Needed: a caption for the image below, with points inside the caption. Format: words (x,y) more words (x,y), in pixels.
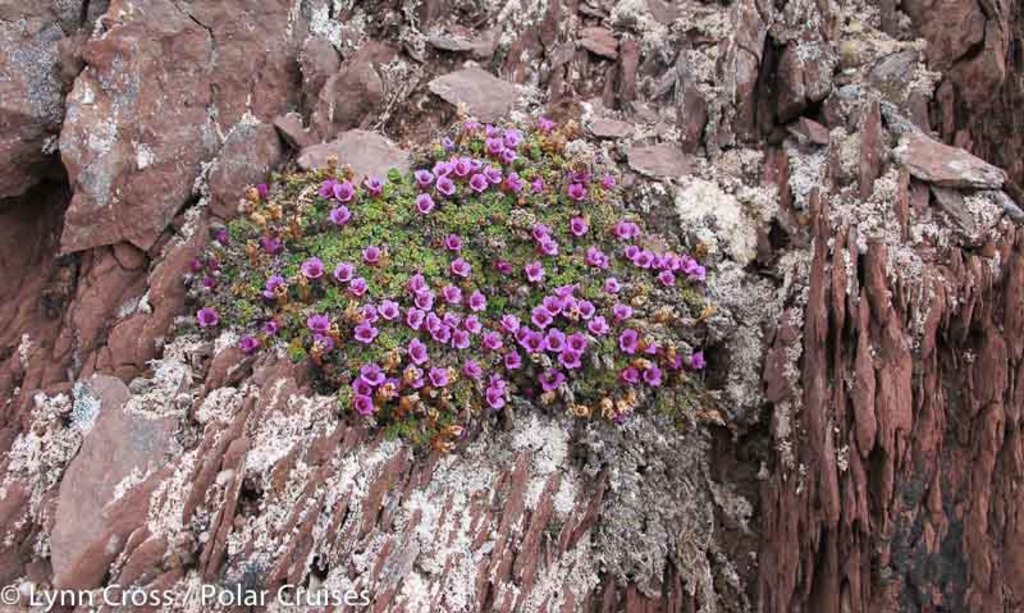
In this picture we can see a hill (766,161) here, there are some flowers (363,322) and leaves (449,267) here, at the left bottom (144,598) we can see some text (178,588).
